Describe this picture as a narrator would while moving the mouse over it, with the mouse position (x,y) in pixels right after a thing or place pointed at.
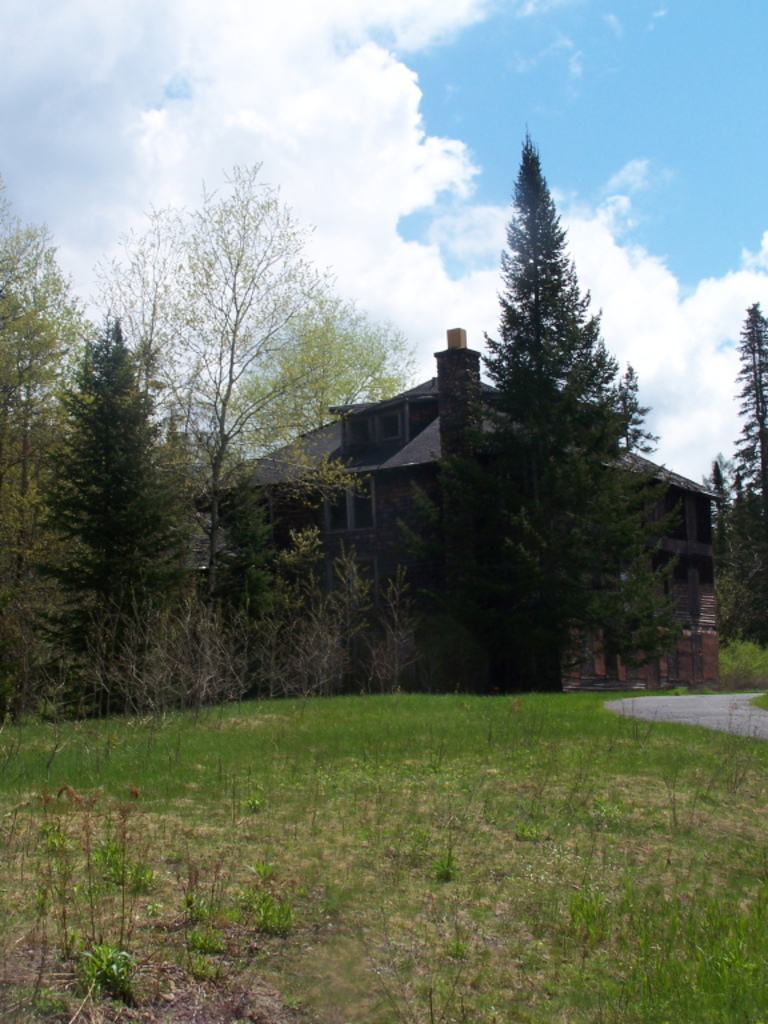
In the background (550,53) we can see the clouds (120,121) in the sky (503,138) and a house (694,494). In this picture we can see the trees (735,510) and on the right side of the picture (728,711) it seems like pathway (716,701). At the bottom portion of the picture (520,893) we can see the green grass (443,888).
